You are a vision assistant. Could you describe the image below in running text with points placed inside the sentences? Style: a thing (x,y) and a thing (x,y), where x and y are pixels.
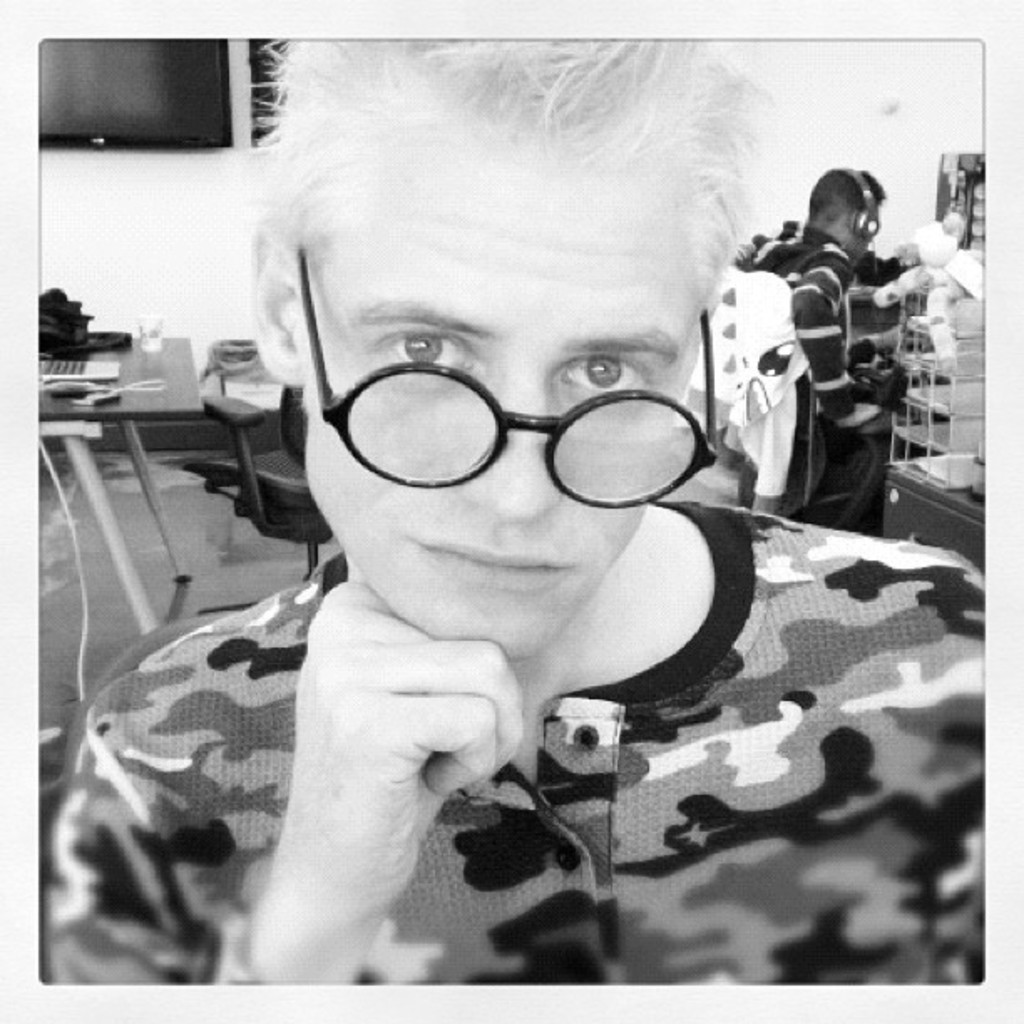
In the foreground of this black and white image, there is a man (703,717). Behind him, there is a laptop (65,364), bag (104,336), glass (153,336) and few more objects (104,394) on the table (156,394) and there is a chair (281,460) beside it. On the right (824,280), there is a man (839,373) sitting on the chair (753,334) wearing a headset (865,194) and also there are few objects (975,338) on the right (887,338). In the background (199,224), there is a wall (205,168) and a screen (173,81).
